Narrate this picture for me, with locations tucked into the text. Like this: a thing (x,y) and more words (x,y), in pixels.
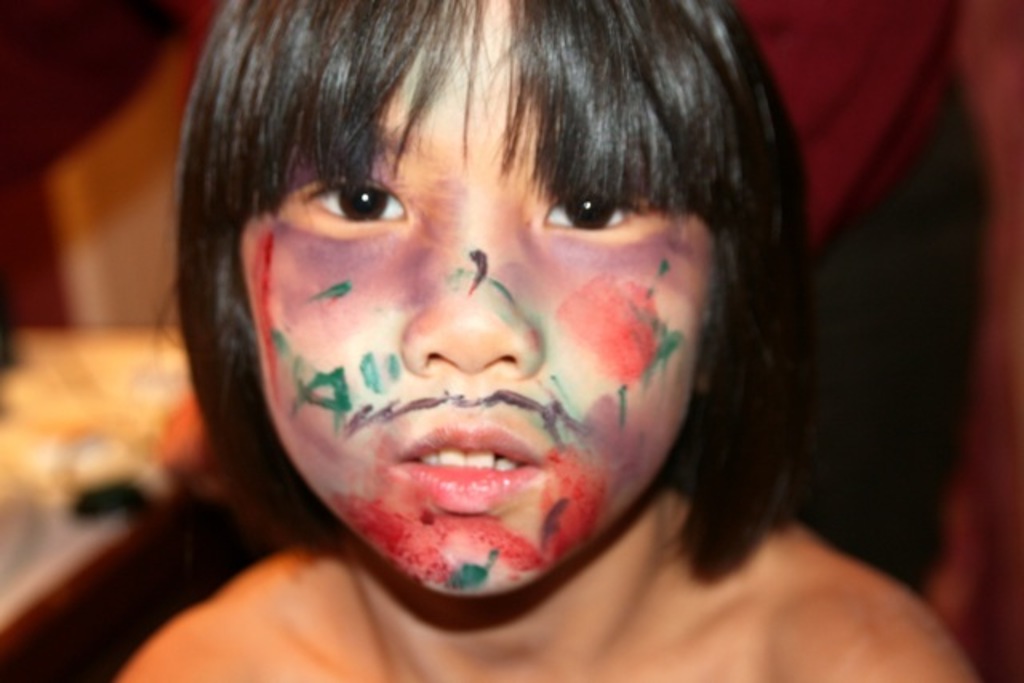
There is a zoom in picture a face (402,415) of a kid (515,413) as we can see in the middle of this image (480,420).
